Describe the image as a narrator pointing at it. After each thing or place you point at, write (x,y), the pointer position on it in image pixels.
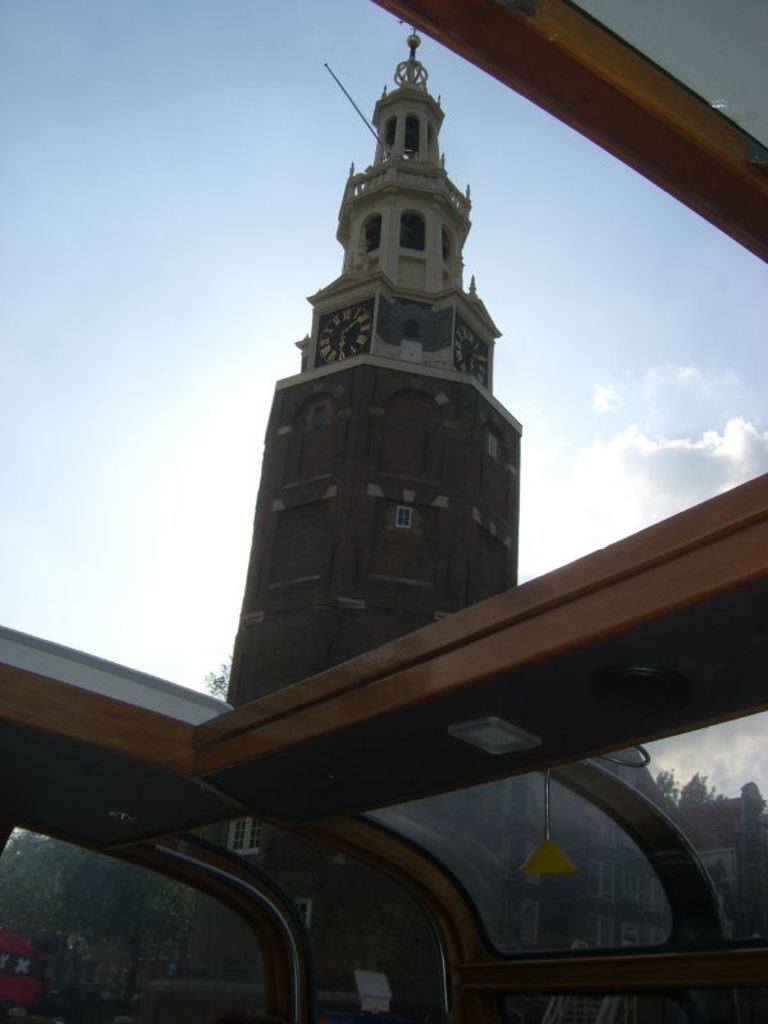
In this picture we can see few buildings (622,840), trees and clouds (541,522).
